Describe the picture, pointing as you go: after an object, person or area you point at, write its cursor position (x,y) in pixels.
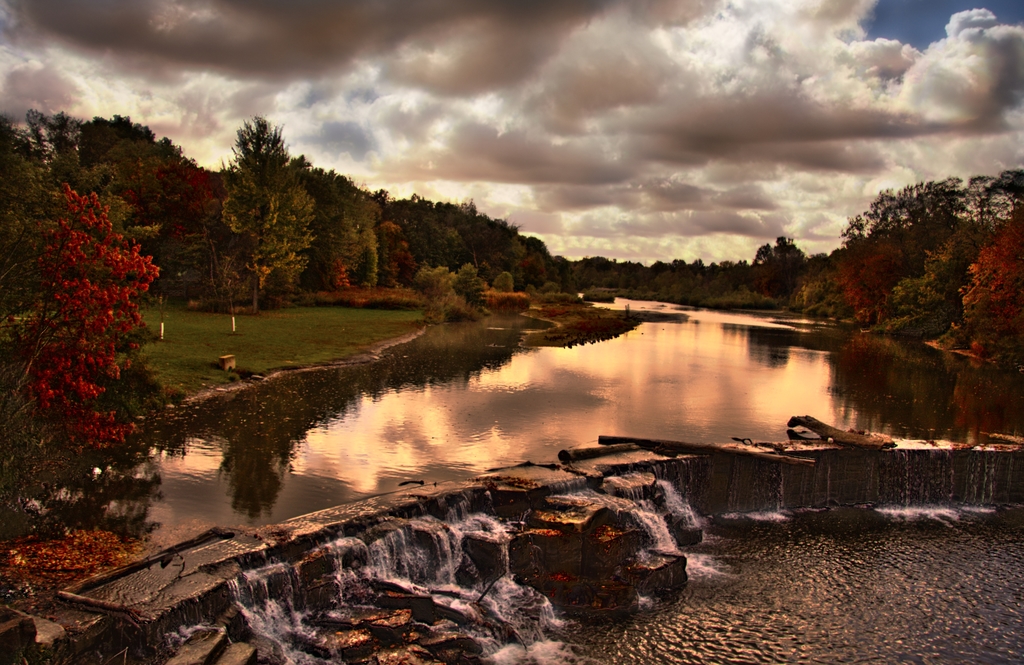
This image is taken outdoors. At the top of the image (181,68) there is a sky (355,85) with clouds (688,137). At the bottom of the image (418,561) there is a lake (422,421) with water (292,487) and rocks (579,533). In the background (802,289) there are many trees (415,282) and plants (992,341). On the left side of the image (147,327) there is a tree (124,341) and there is a ground (276,335) with grass (324,333) on it.
